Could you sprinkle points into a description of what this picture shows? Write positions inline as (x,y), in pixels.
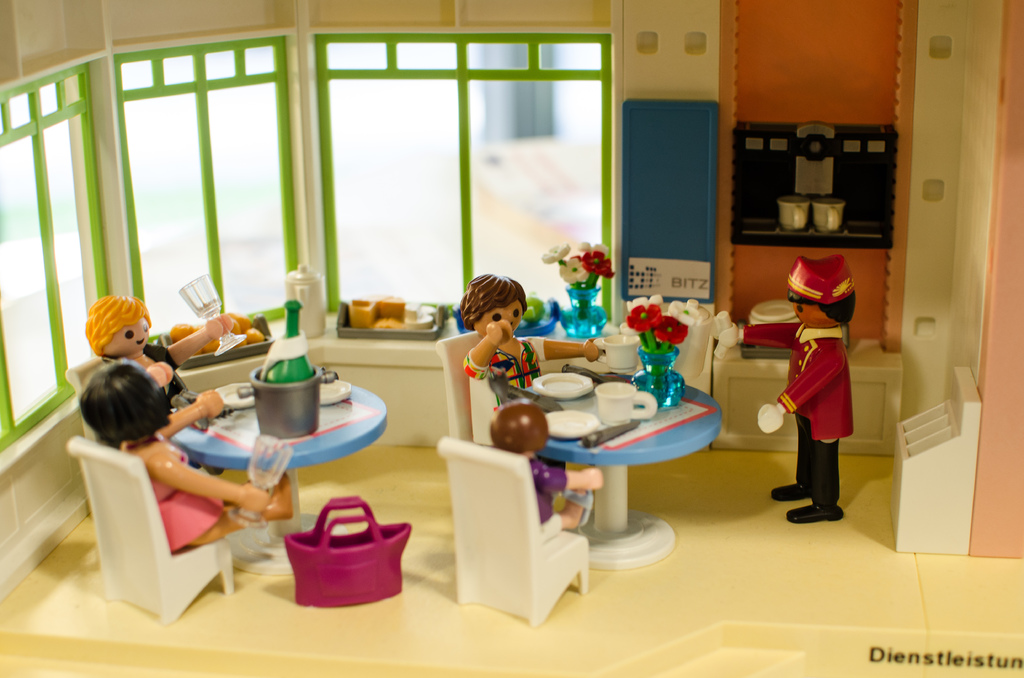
In this image I can see few toys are sitting on chairs (166,535).
